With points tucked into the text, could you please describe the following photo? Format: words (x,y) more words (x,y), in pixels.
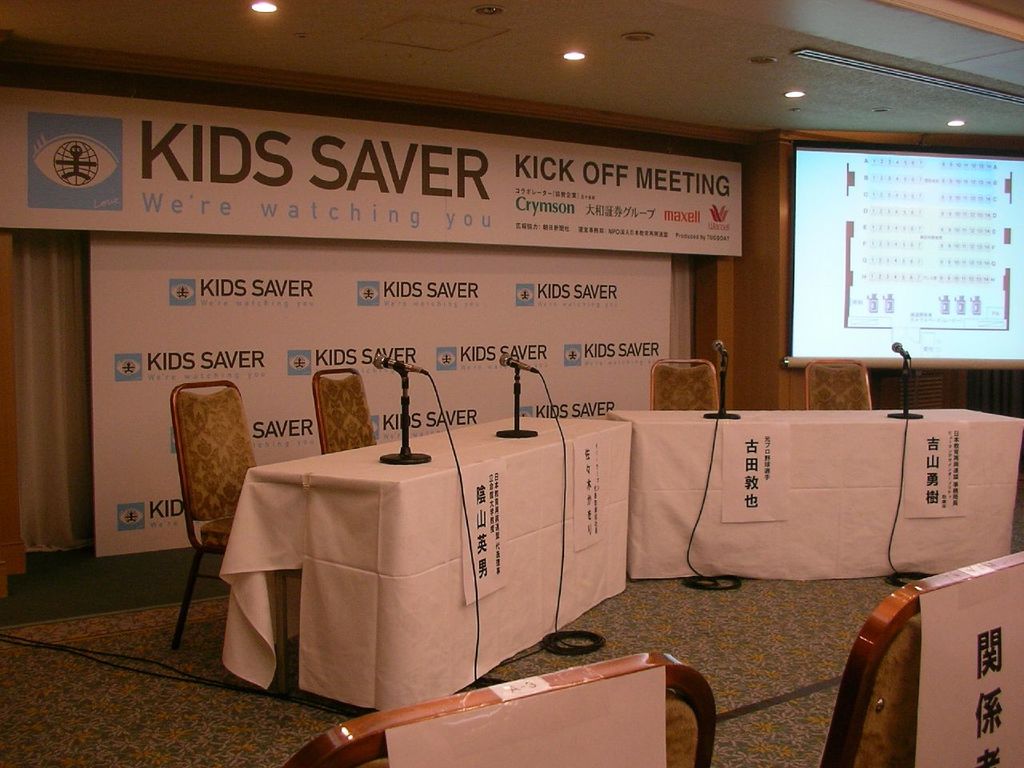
In this image in the center (646,508) there are tables (446,495) which is covered with white colour cloth (723,456), and on the table (461,432) there are mics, there are empty chairs (240,463) and in the background (234,336) there are banners (481,305) with some text (223,207) written on it and there is a screen (937,262).
